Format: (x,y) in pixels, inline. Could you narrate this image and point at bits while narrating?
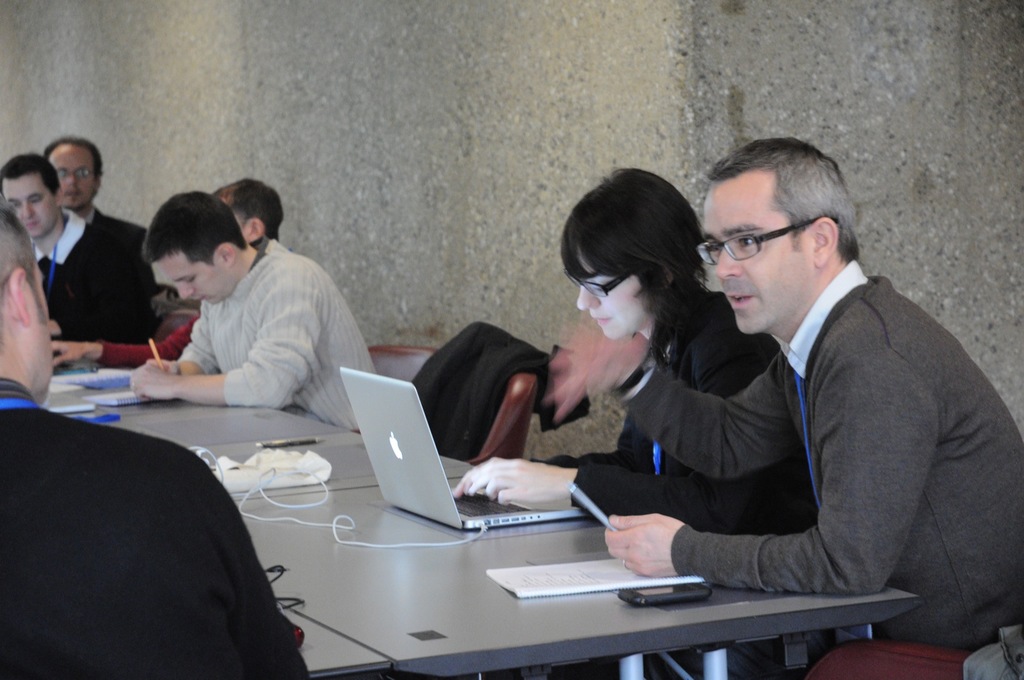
In this image in the front (191,456) there is a person (128,535). On the right side (790,454) there are persons (832,474) sitting and in the center (354,450) there is a table (505,596), on the table (480,595) there is a laptop (401,470), and there are papers (560,564) and there is a mobile phone (660,596) and there is a tissue (278,458) and in the background (376,113) there is a wall (502,101).
